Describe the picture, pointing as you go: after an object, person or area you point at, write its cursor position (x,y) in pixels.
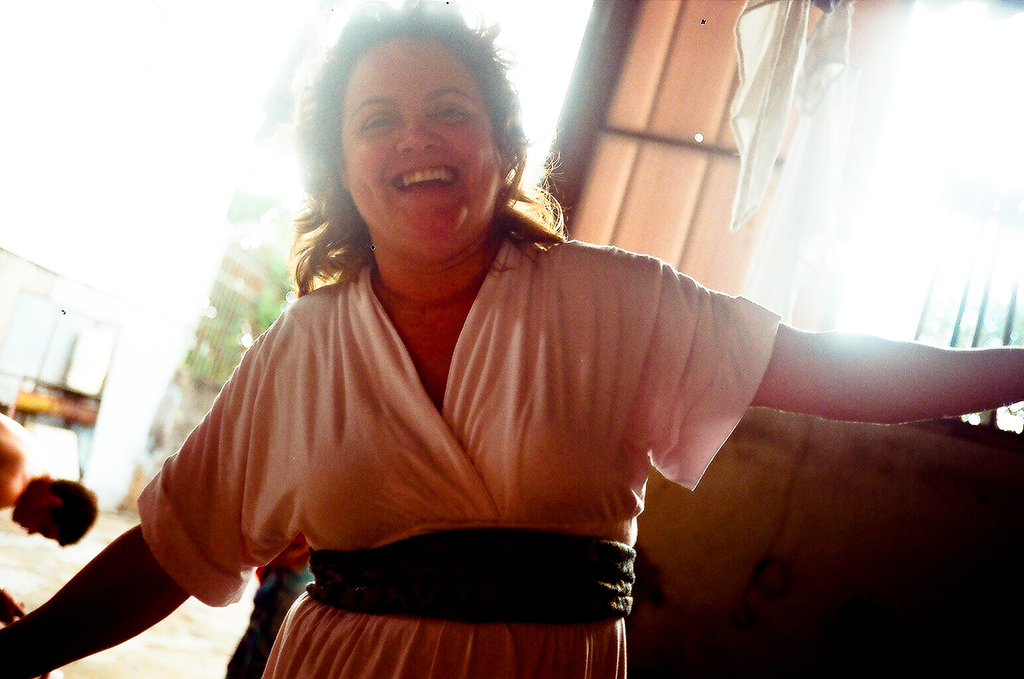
In the image there is a woman (158,546) she is smiling and stretching her arms (109,594), behind the woman (669,385) on the right side (857,176) there is a window (914,161) and in the background (28,508) there is another person (16,489).
